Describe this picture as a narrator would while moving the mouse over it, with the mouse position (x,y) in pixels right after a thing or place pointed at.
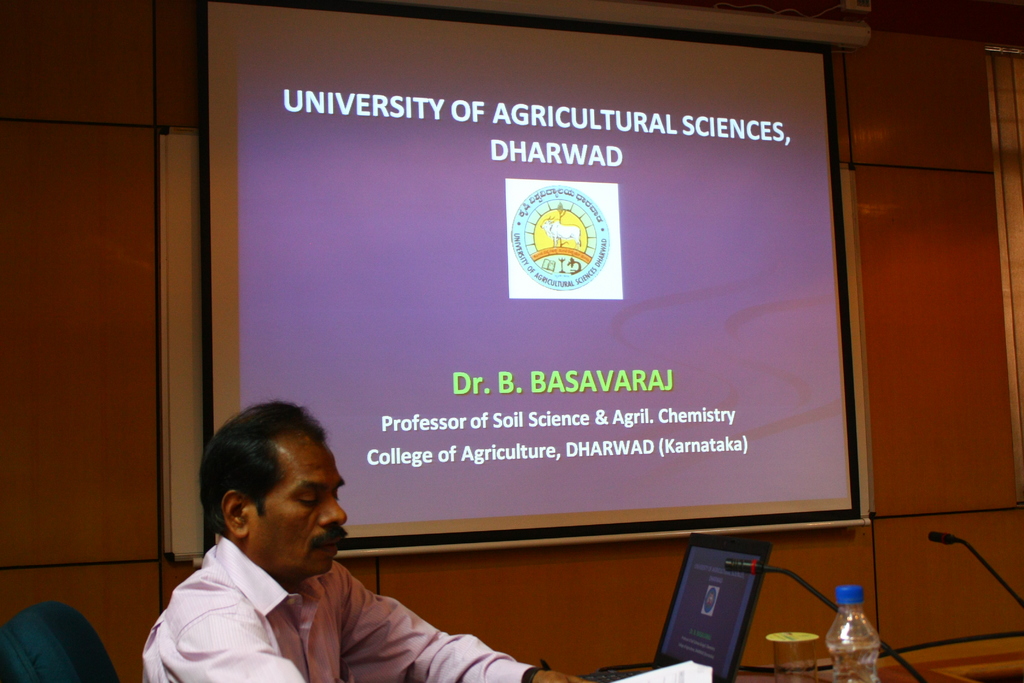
This image is clicked in auditorium (526,345) where it has a screen (493,367) and a person (269,549) is sitting on the left side (229,593) on a chair (54,611) and there is a table (915,660) on the right side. There are mikes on the table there is a laptop (736,607) and a bottle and glass (812,670) the person (550,673) is holding papers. He wore white shirt (255,602).
